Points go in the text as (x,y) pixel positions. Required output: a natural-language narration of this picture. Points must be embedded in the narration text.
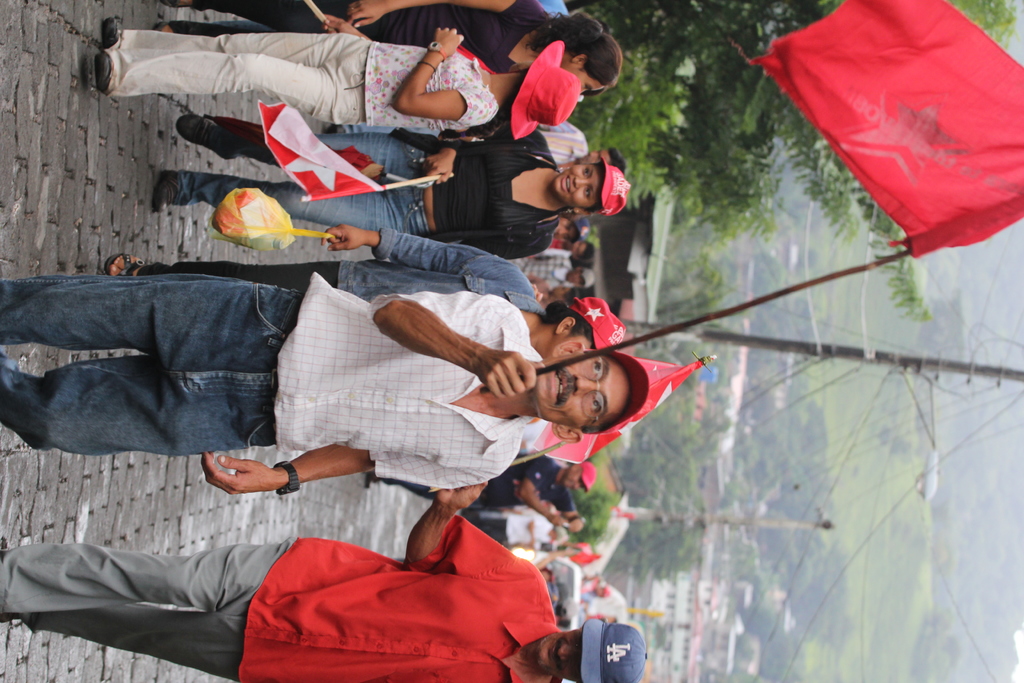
In this image, we can see people (247,363) walking on the road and some of them are holding flags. In the background (683,167), there are trees (771,429), poles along with wires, buildings (683,596).
